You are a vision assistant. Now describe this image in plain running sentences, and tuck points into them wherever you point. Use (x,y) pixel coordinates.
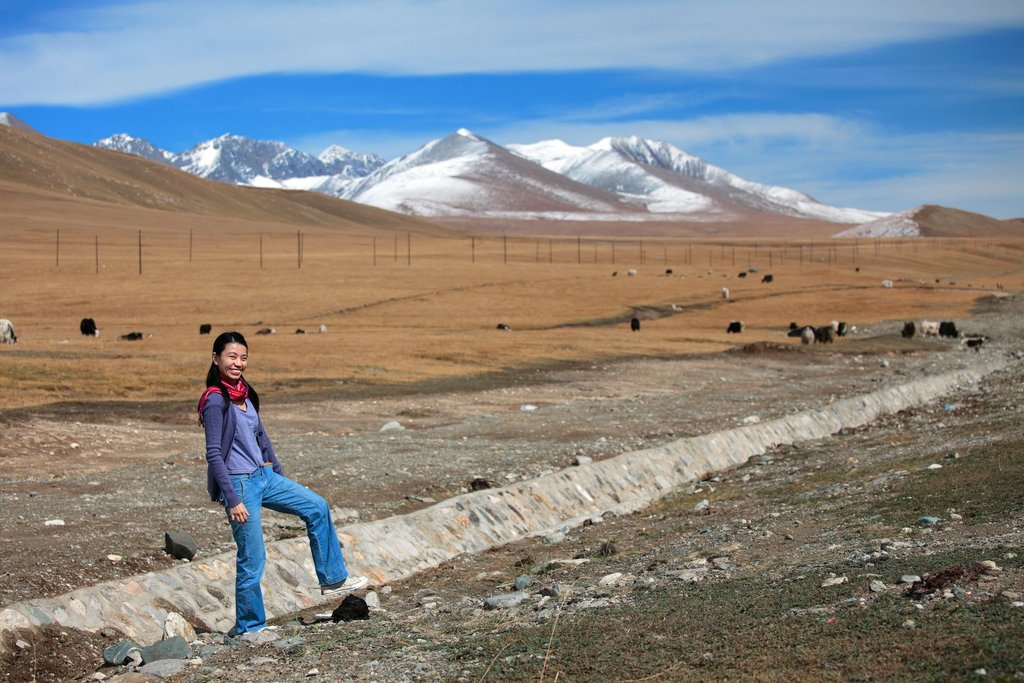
In this image we can see a girl (242,461) is standing. She is wearing purple color top (248,452) with jeans (267,505). Behind her land (216,276) is there and fencing (721,256) is there on the land (791,274). Background of the image (591,159) mountains (491,166) full of ice (460,194) is there. The sky (543,79) is in blue color with some clouds (348,72).
